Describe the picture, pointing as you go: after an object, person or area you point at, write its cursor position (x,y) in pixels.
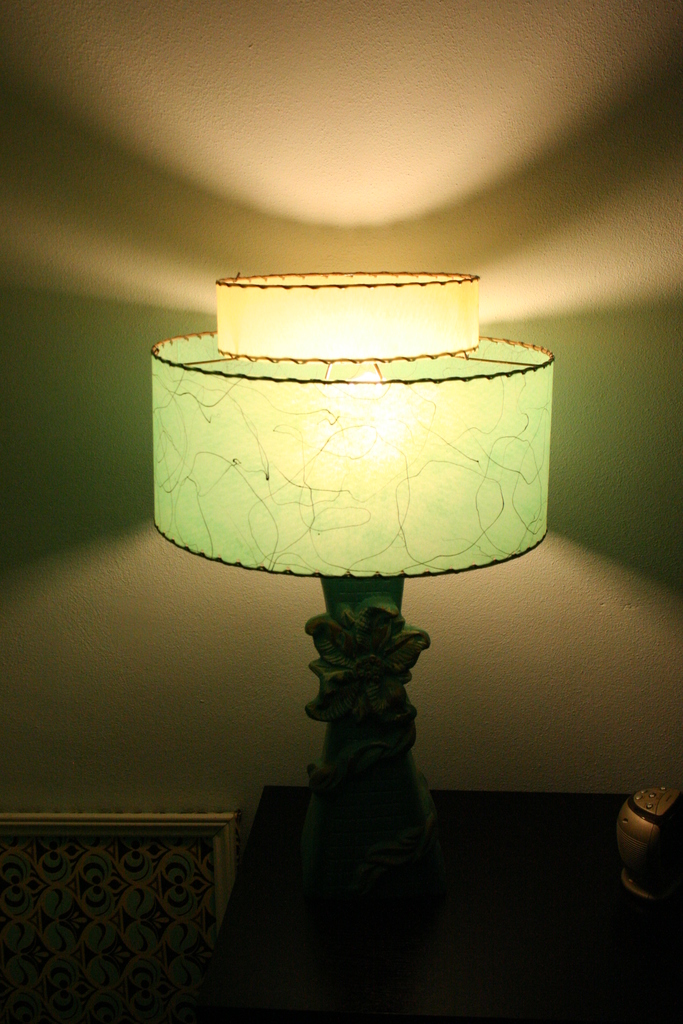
In this image we can see a lamp (372,850) and a device (625,857) placed on the table (458,905). In the left side of the image (132,900) we can see a frame (109,899). At the top of the image (303,14) we can see the wall (176,285).
